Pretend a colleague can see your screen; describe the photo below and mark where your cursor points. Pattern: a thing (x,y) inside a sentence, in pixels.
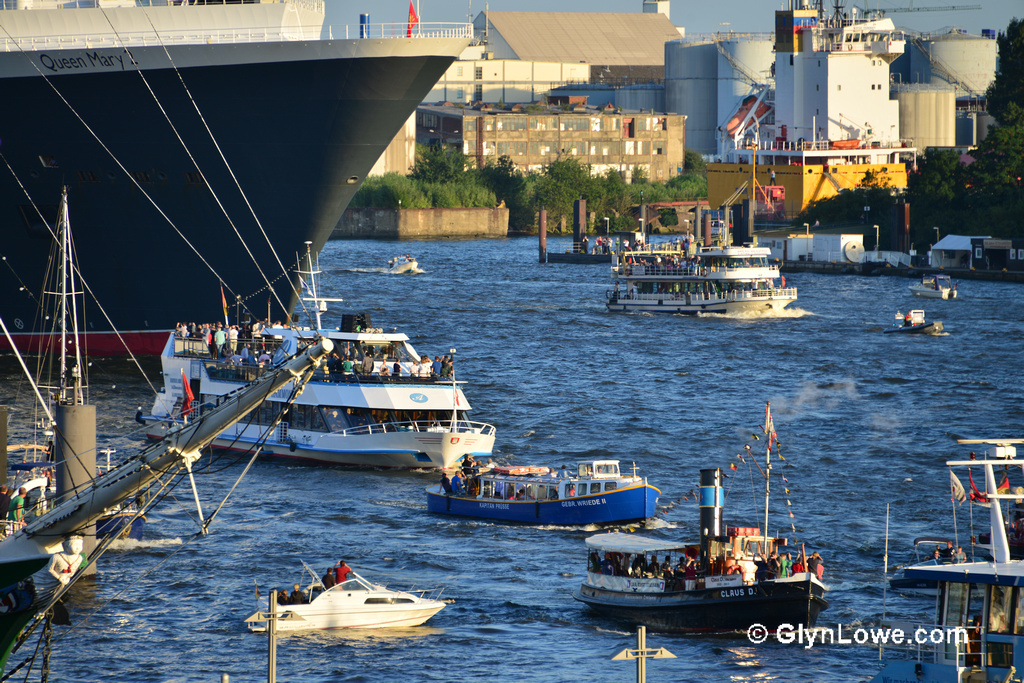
This is completely an outdoor picture. This is a sea (709,371). Here we can see ships (231,281). On the background of the picture (701,111) we can see huge buildings (577,115). These are the trees (935,195).
